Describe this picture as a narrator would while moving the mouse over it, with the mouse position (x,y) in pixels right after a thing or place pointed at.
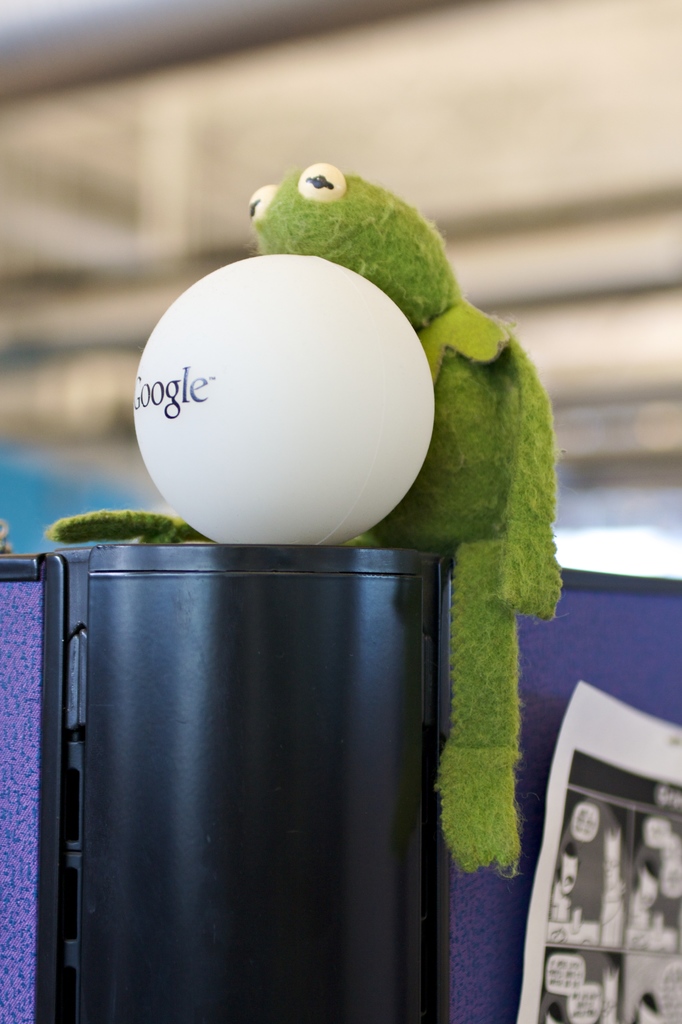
In this image, we can see white ball (271,388) and toy (439,419) is placed on the black color object (385,631). Right side of the image (587,869), we can see a poster (608,910). Background (671,180) there is a blur view.
